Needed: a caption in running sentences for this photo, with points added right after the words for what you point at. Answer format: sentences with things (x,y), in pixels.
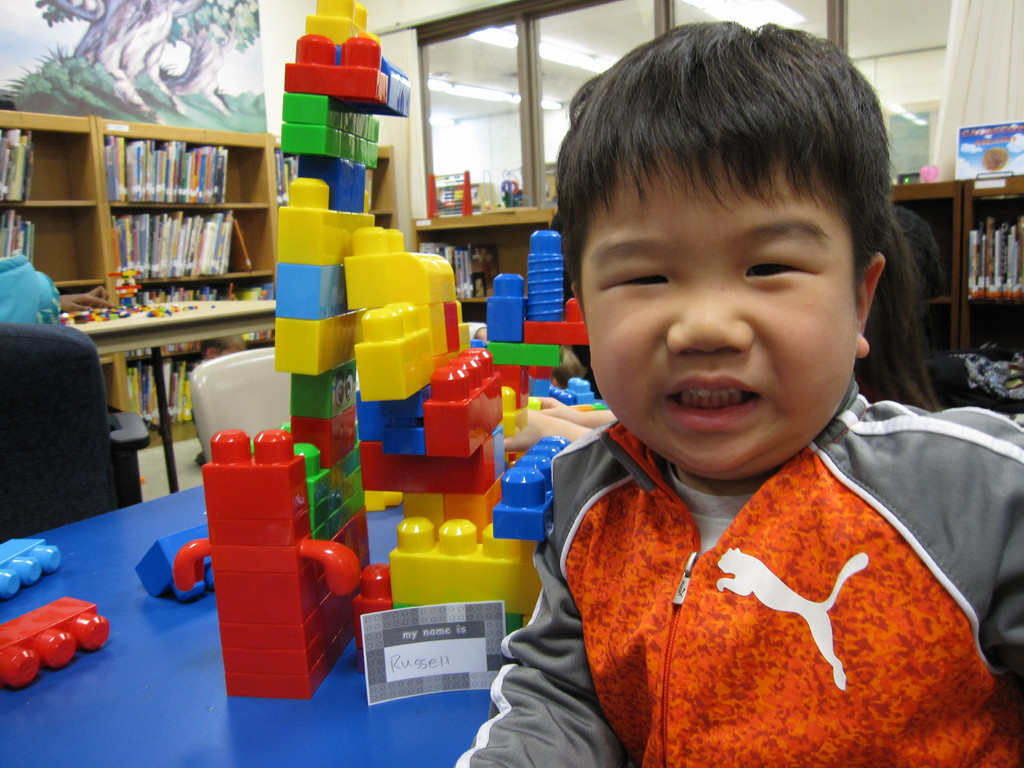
In this image I can see few people (791,549). I can see few colorful lego (298,477) on the tables (188,681) and few objects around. I can see the glass walls (598,67), curtain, few books (196,167) in the racks (257,225) and the board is attached to the wall (276,59).
